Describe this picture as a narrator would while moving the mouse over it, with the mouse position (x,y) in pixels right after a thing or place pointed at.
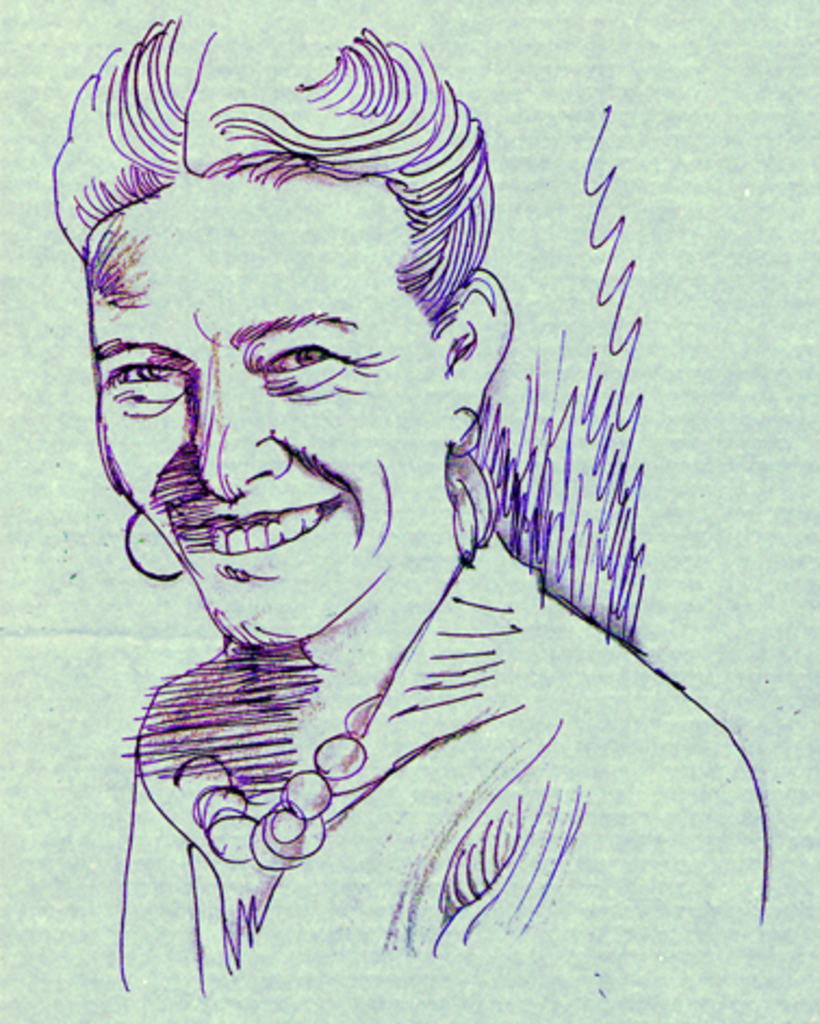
In this picture we can see the sketch (654,792) of a person (479,927) smiling.
